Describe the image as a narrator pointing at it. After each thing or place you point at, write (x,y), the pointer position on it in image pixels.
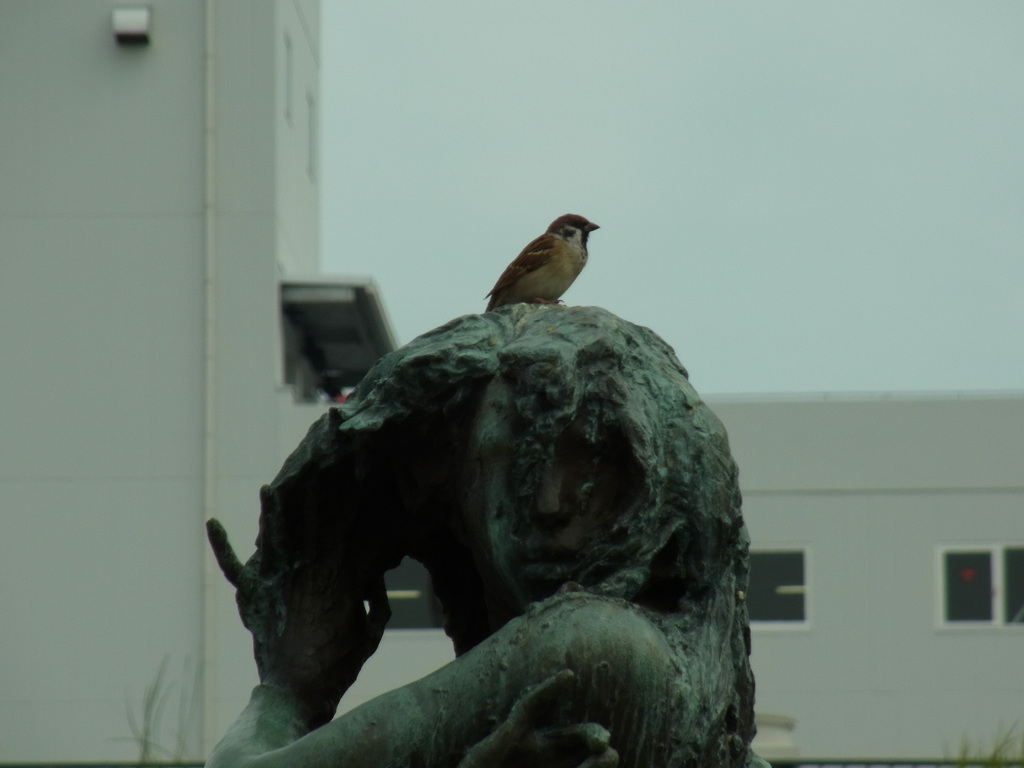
In the foreground of this image (583,522), on a sculpture (573,400), there is a bird (550,252). In the background (115,324), there is a building (177,397) and the sky (478,69).
